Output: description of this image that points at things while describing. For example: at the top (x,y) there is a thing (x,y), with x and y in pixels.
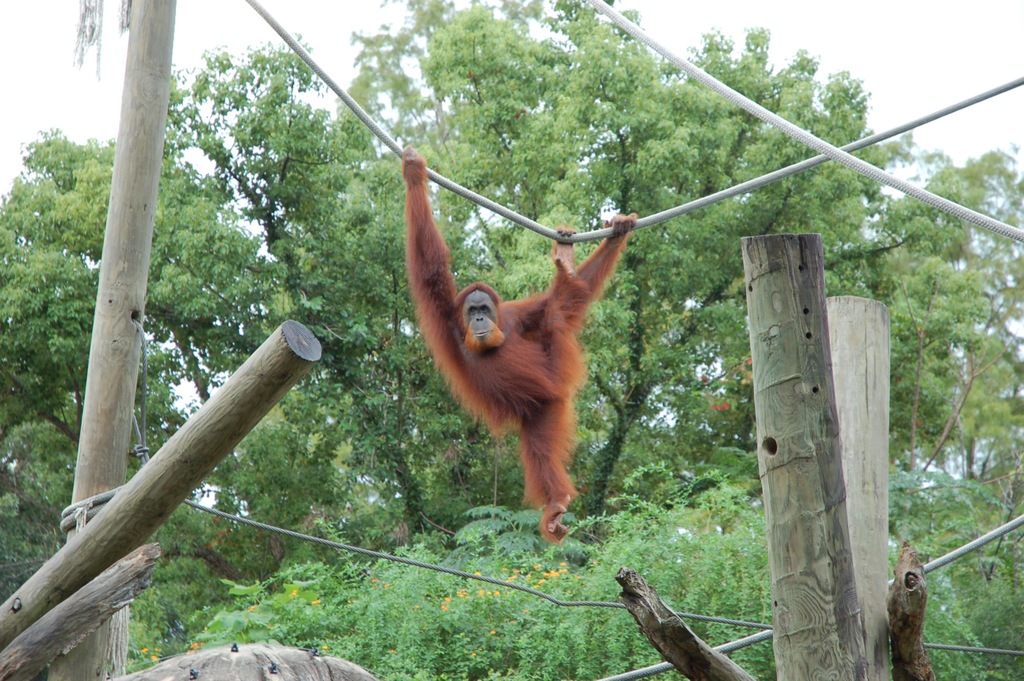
In the center of the picture (474,344) there is a monkey (563,495) hanging to a rope (438,179). In the foreground of the picture (97,486) there are wooden logs (812,566). In the background (360,517) there are trees (232,342) and flowers (465,594). Sky (919,82) is cloudy.
